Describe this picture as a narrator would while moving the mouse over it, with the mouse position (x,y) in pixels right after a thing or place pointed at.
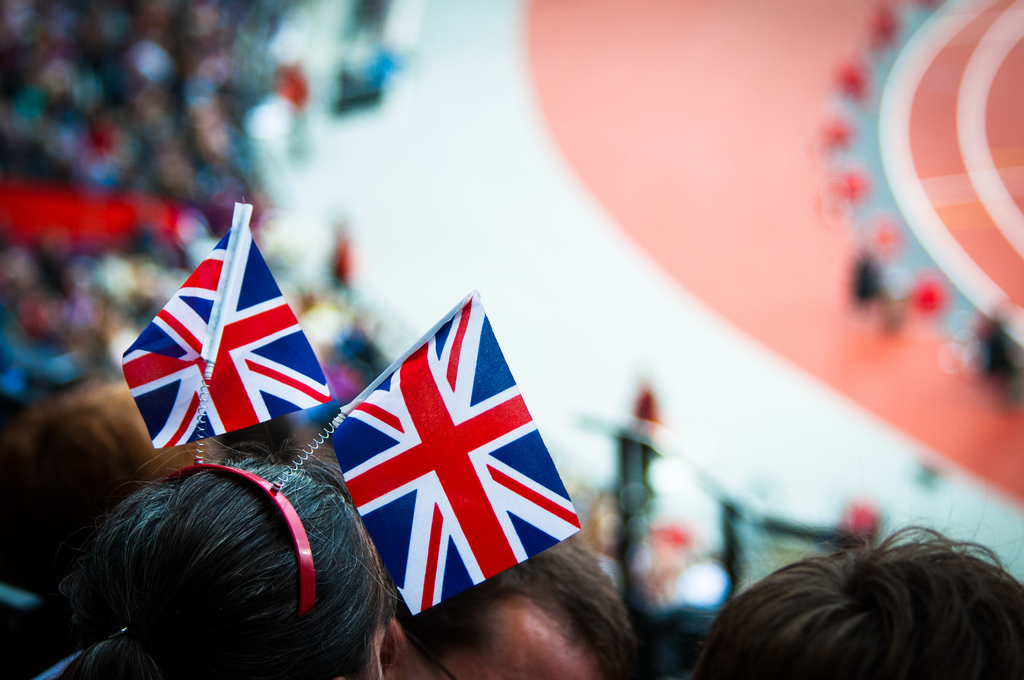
In this image I can see few people (266,512). In front (256,595) I can see a person (281,562) is wearing flag headwear (285,500). Back it is blurred.
